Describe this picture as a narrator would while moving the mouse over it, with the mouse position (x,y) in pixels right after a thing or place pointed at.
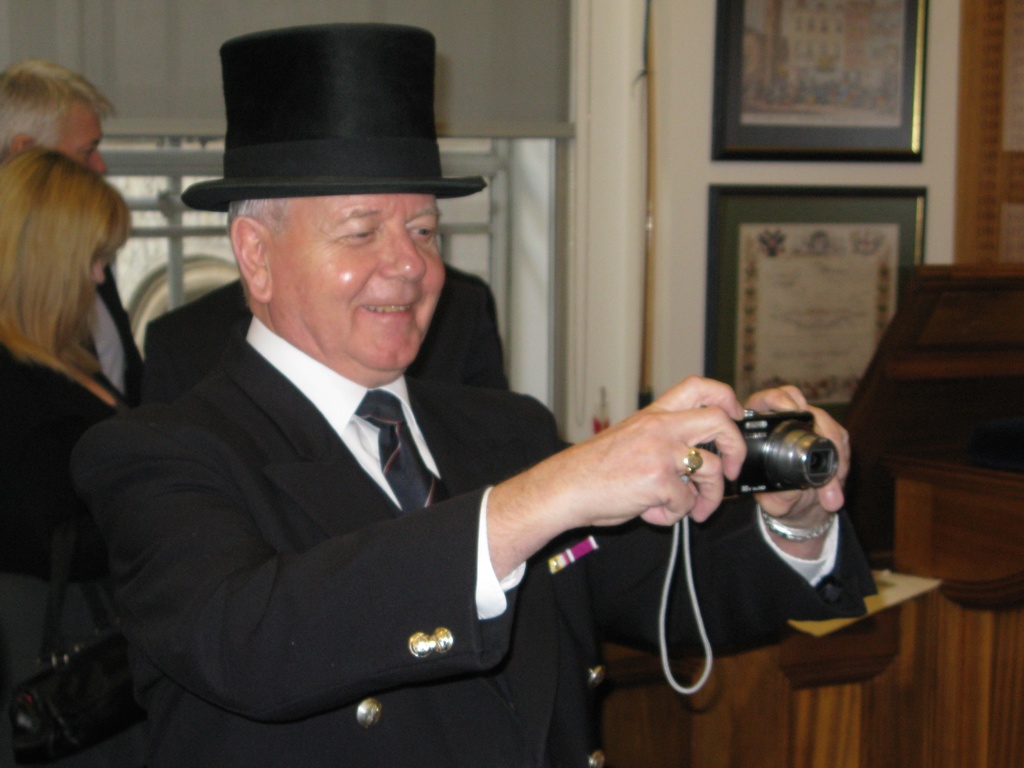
This is a picture taken in a room (758,357), the man (310,511) in black blazer (267,566) with a black hat (330,139) holding a camera (733,487). Background of this man (357,499) there are the other people (68,406) standing on the floor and a wall (795,171) on the wall (821,167) there are the frames (823,142).
